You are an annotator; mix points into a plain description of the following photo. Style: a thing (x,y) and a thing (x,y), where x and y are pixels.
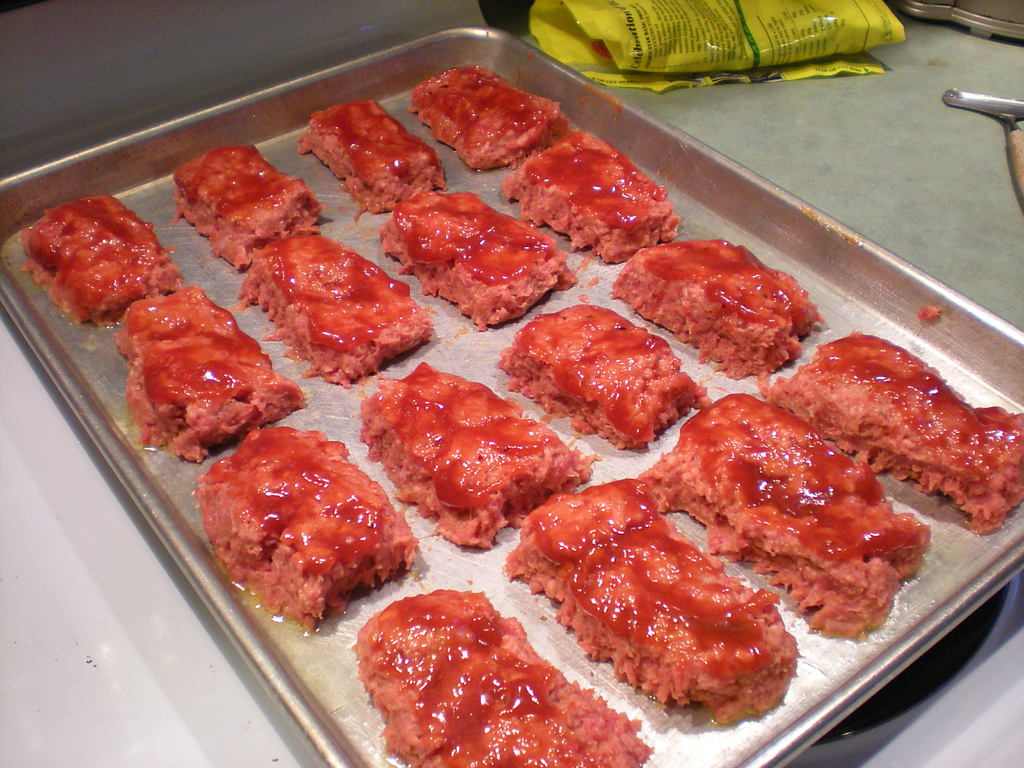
In this picture there is a food (661,474) on the tray (742,735) and there is a cover (703,32) on the desk (878,148) and there is a tray (886,641) on the stove (944,650).
